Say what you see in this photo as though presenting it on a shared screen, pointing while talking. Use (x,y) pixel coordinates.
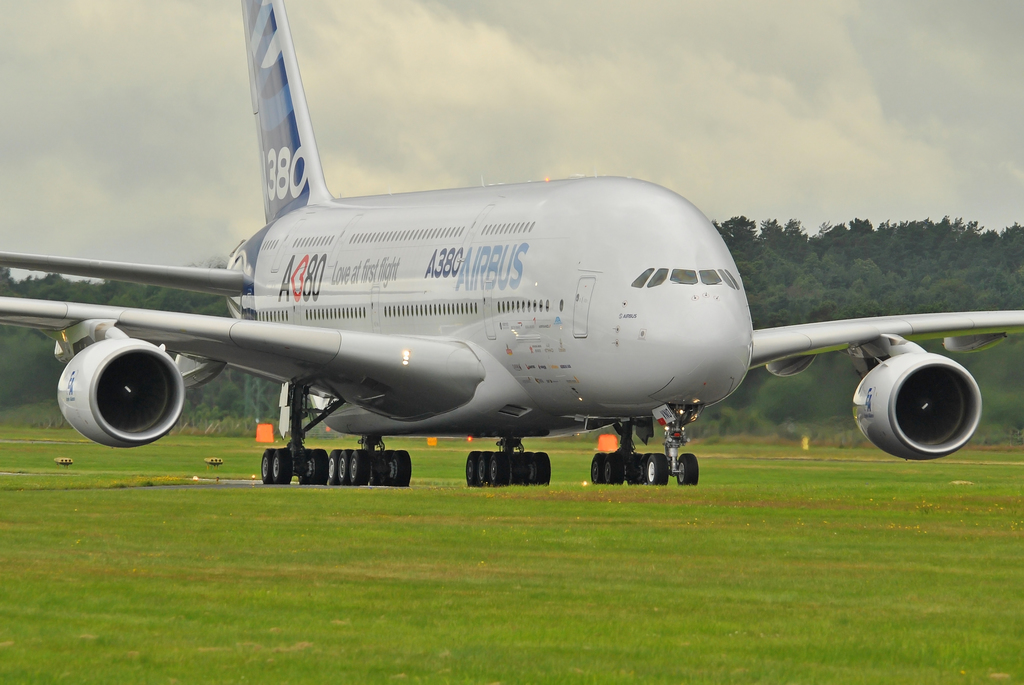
In this image I can see an aeroplane (617,333) which is in white color and I can see wheels (633,469). Back I can see few trees (907,275) and boards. The sky (496,122) is in white color.
